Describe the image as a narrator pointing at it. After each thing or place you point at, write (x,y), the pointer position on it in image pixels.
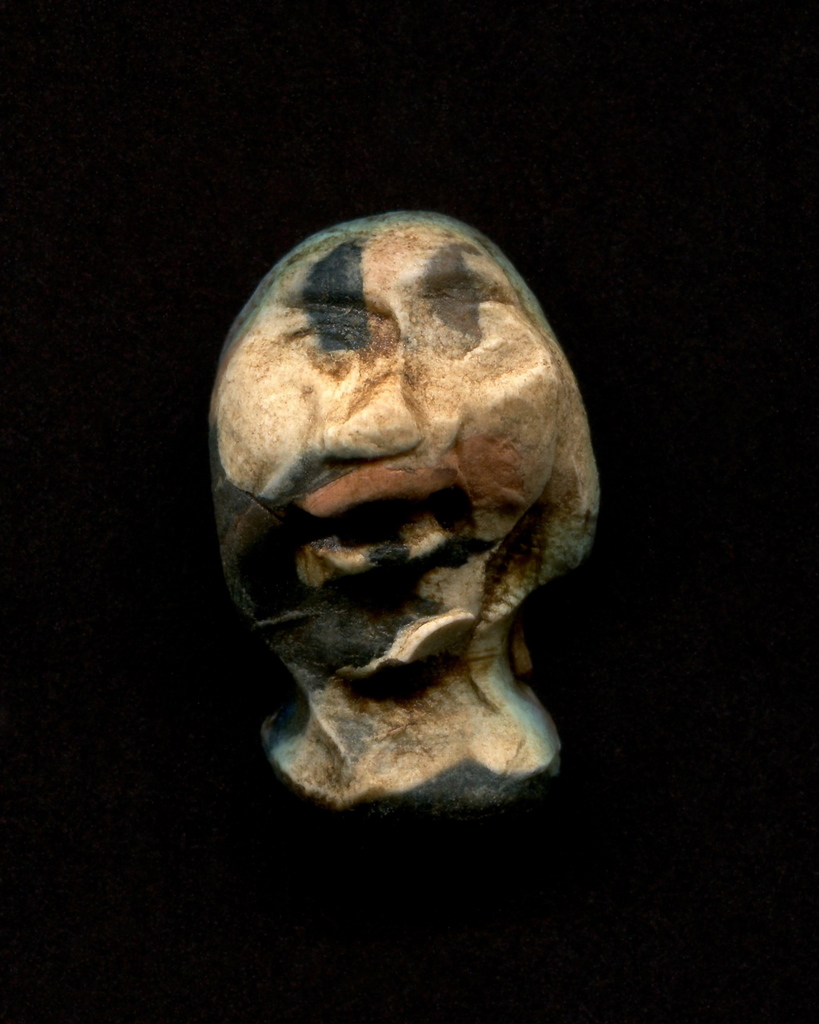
In this image I can see stone sculpture (455,411) and I can see background (567,107) is dark.
